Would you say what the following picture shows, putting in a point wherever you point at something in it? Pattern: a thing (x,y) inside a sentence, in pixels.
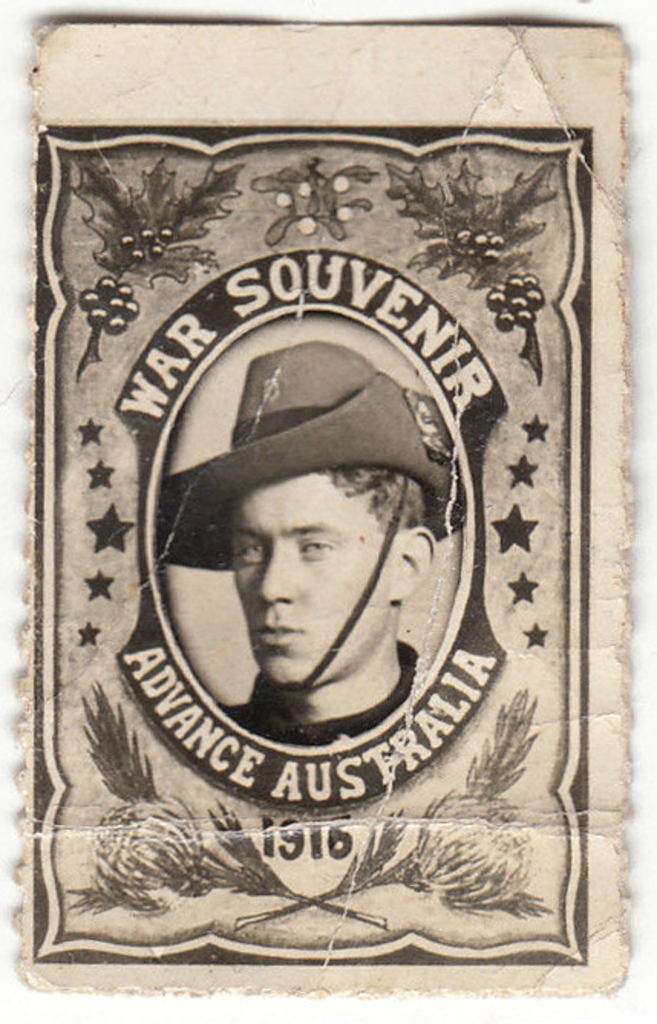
In this image there is a piece of paper (551,845). On the paper (536,755) there is a face (320,527) of a man (270,576). The man (316,591) is wearing a hat (331,406). Around the picture (306,715) there is text (458,395). There are pictures (123,872) of leaves (483,208), fruits (487,257), stars (126,529) and grass (437,858) on the paper (376,878). Around the paper (501,965) there is a border (578,205).
